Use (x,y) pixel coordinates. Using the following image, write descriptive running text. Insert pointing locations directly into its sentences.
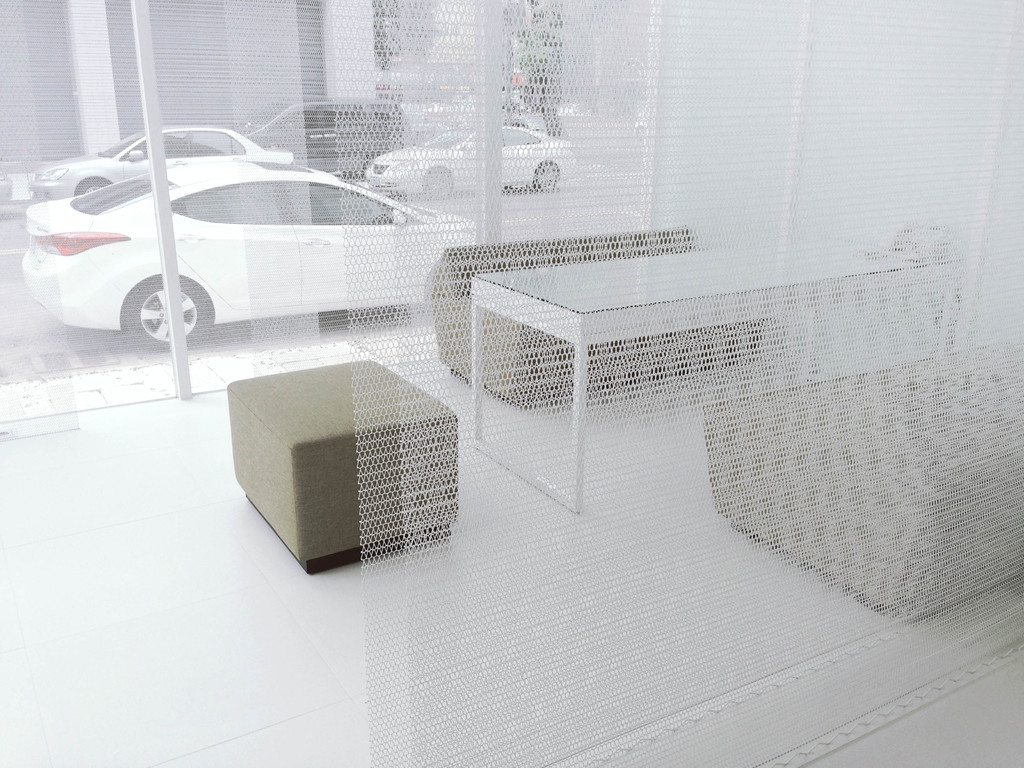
This is an inside view. Here I can see a net (658,575). At the back of it there is a table (599,297) and two couches (790,453) are placed on the floor (203,576). In the background (276,247), I can see the glass (124,230) through which we can see the outside view. In the outside, I can see few cars (178,182) on the road (33,314).
